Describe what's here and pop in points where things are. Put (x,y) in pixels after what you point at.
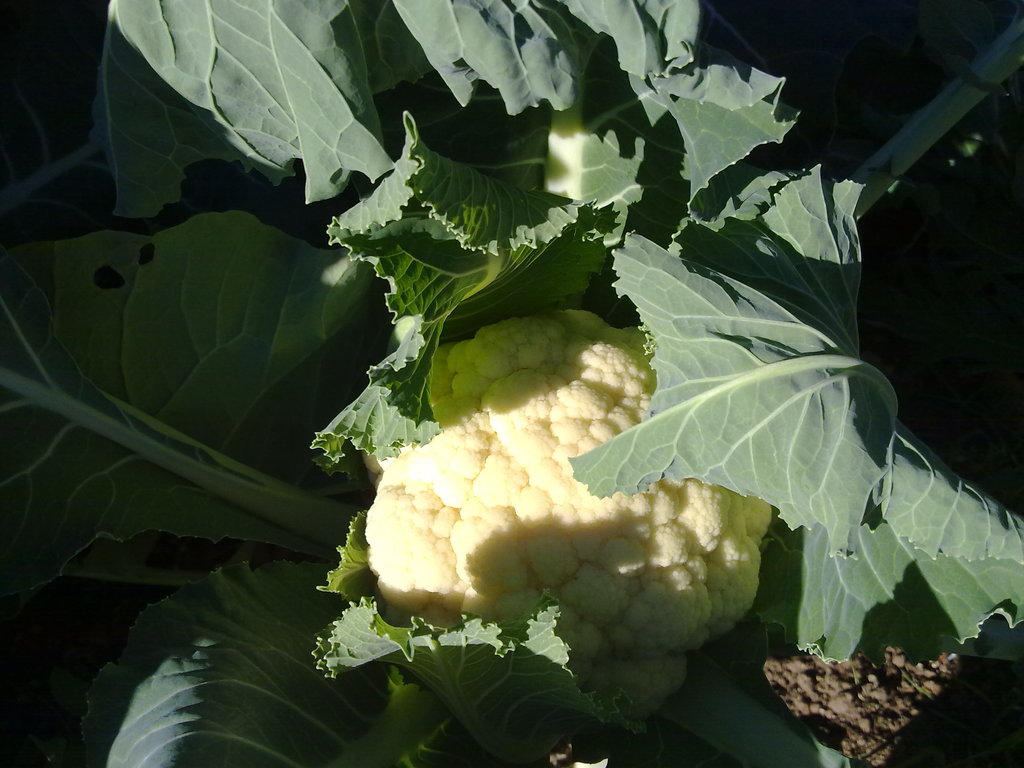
In this picture we can see a cauliflower (499,466).
